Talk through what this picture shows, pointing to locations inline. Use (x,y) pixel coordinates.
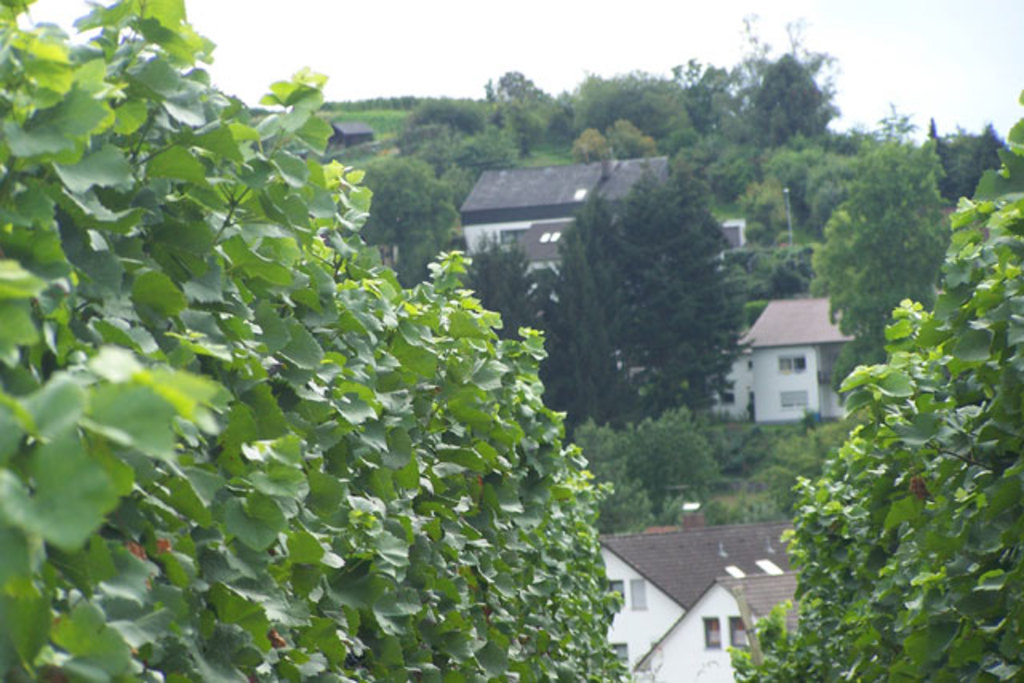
In this image we can see few buildings (758,386). There are many trees (499,144) and plants (583,153) in the image. We can see the sky (794,37) in the image.
